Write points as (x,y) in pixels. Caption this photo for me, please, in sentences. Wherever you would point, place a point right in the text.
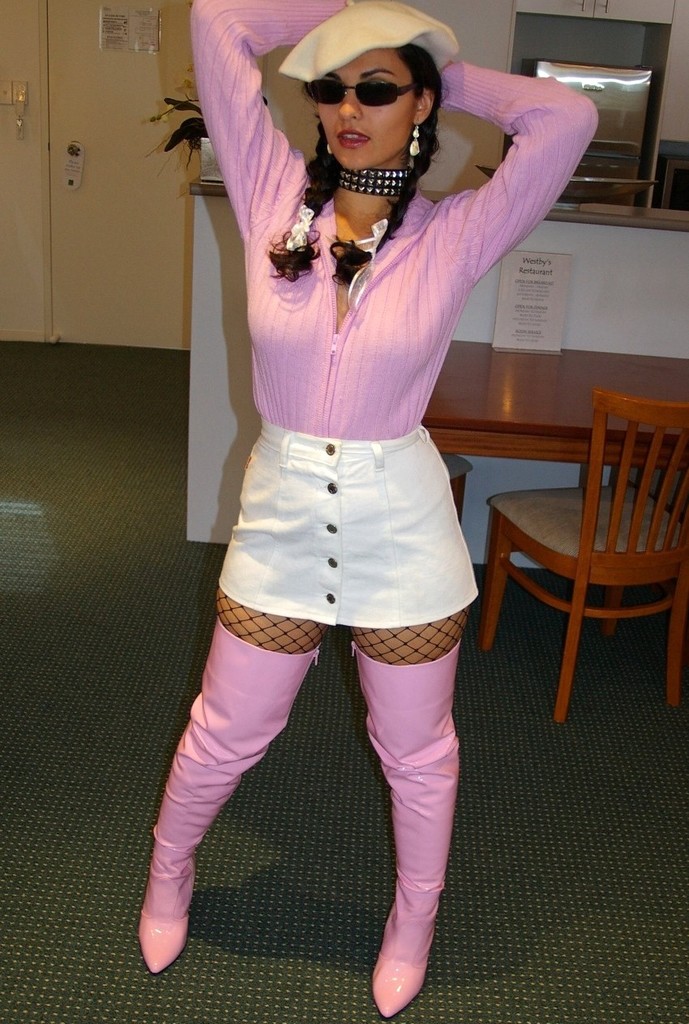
A lady (386,314) with pink and white dress (383,312) is standing. She is wearing a cap (387,27) on her head (359,69) and she kept goggles (386,96). At the back of her there is a table (584,372) with card (541,276) on it. There are two chairs (571,498). And to the left side (46,147) there is a door (48,138). To the right side (635,112) top corner there is a oven (628,122).
